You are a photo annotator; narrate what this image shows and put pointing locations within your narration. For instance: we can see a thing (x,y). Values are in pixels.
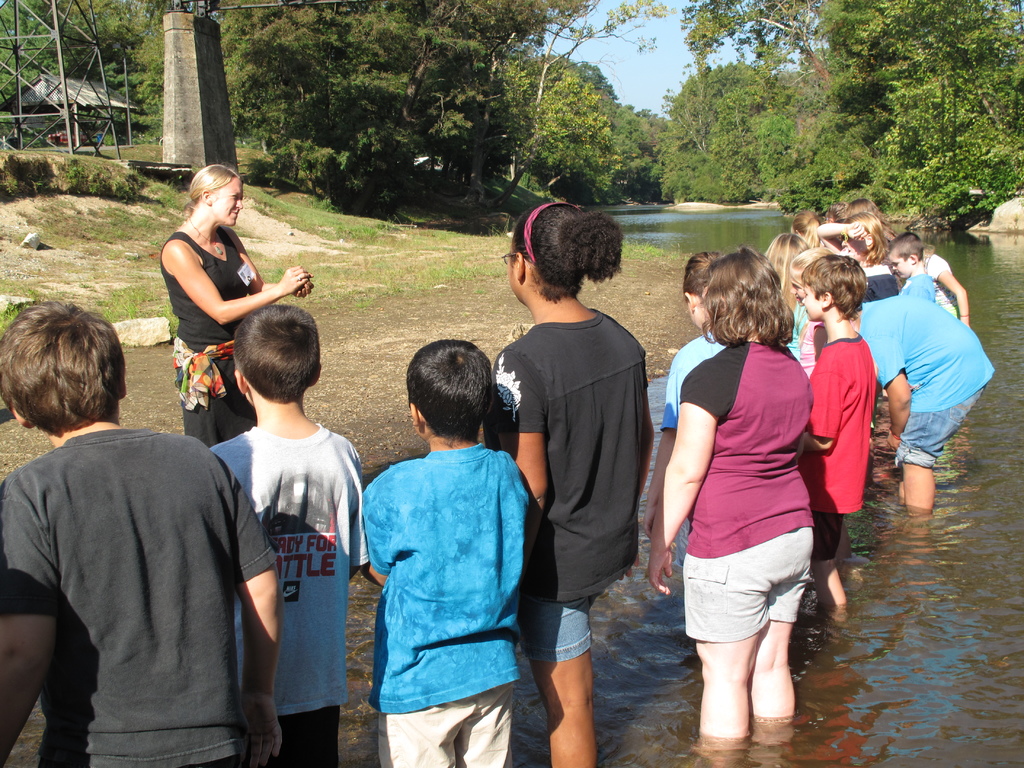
On the right side (966,634) there is a canal (965,244), in that canal (854,710) there are children's (837,484) standing, in front of them there is a lady (221,358) standing, in the background (514,112) there are trees (357,132), grassland (139,185), shed (42,89) and tower (57,38).
